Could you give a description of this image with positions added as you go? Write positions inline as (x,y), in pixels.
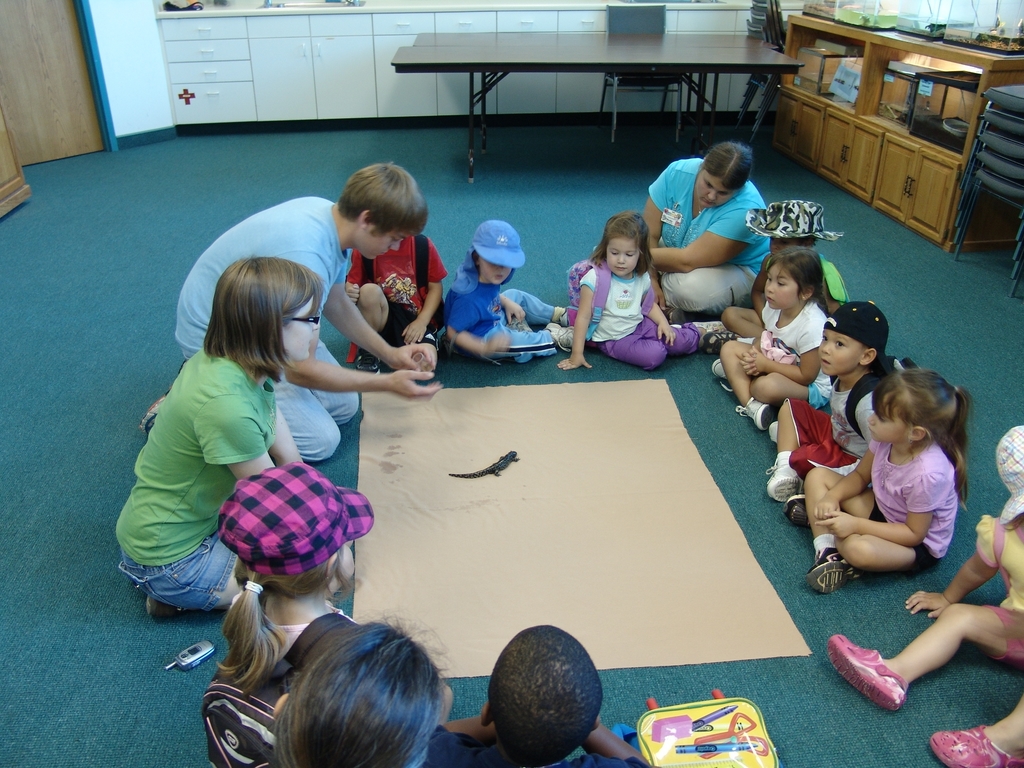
This picture shows a group of children (976,573) seated on the floor (344,361) and we see a paper (751,627) on the floor (613,210) and a woman (744,261) among them and a table (572,43).
